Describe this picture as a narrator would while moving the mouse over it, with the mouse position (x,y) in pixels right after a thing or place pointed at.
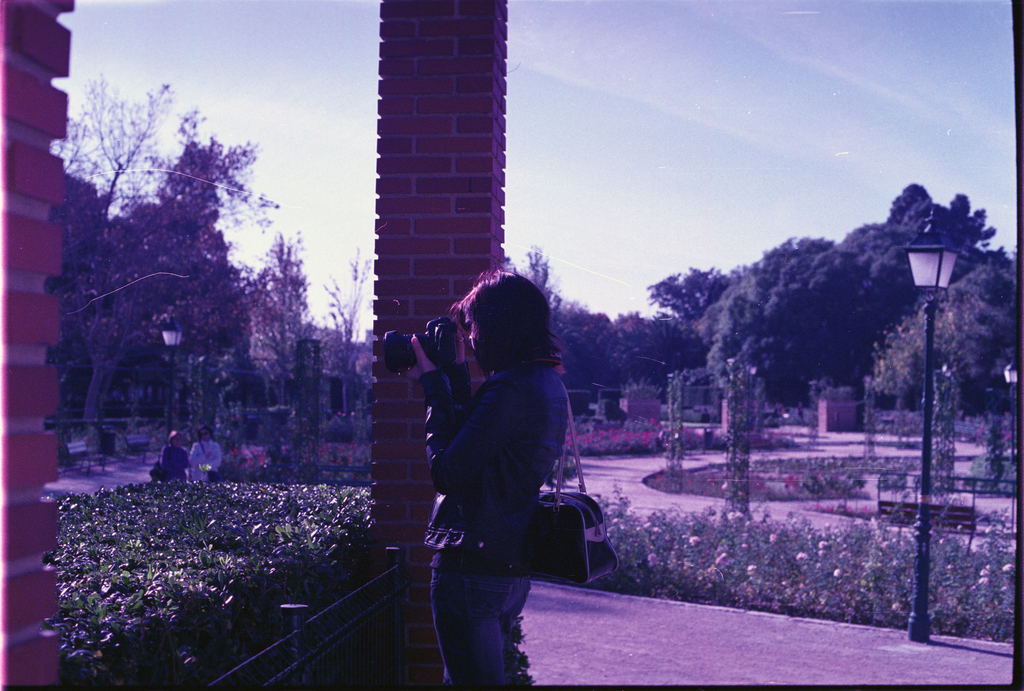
In this picture I can see a woman (439,380) holding camera (430,336), around I can see few people (177,457), plants (196,490), trees (253,311) and pillars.
